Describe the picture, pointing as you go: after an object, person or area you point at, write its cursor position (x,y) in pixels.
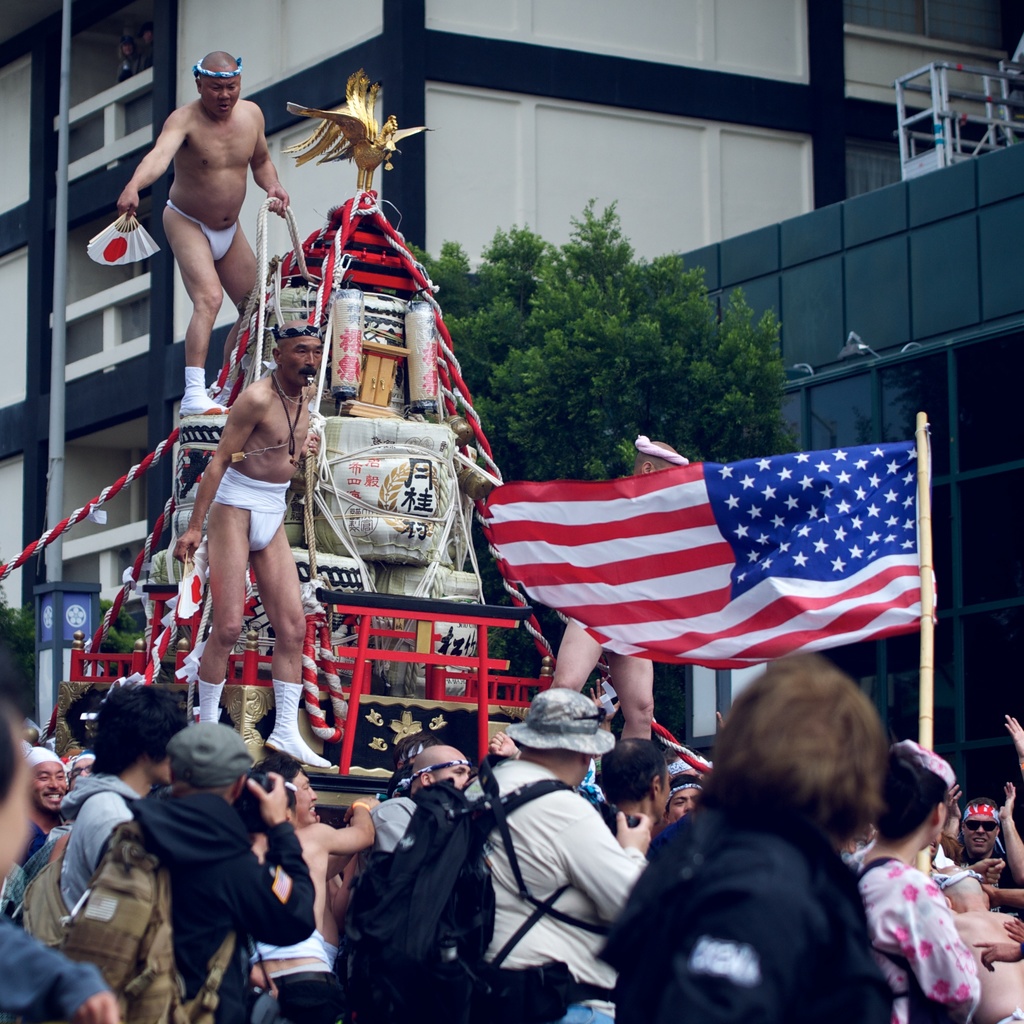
In this image, we can see a chariot (343,764) with men (648,671). Here we can see few ropes (339,515). At the bottom of the image (1021,924), we can see a group of people (504,909). Few are wearing backpacks (158,902) and holding some objects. On the right side of the image (900,617), pole (929,600) and flag (792,580). In the background (742,423) we can see buildings (474,176), walls (72,507), trees (617,351) and rods (973,121).
